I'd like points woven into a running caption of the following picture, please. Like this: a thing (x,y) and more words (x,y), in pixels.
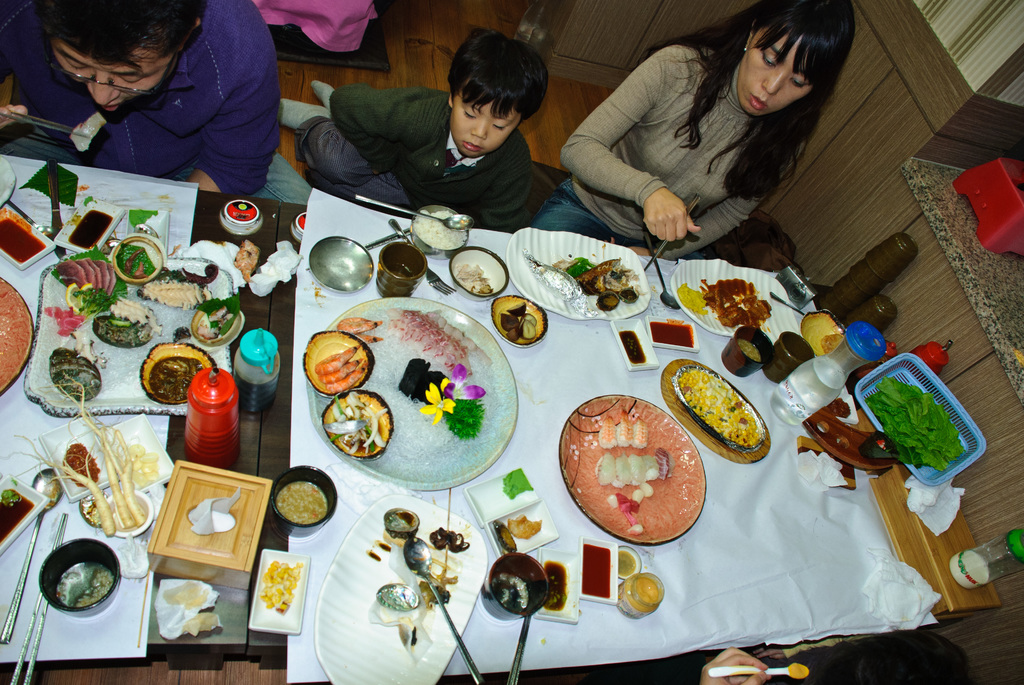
This image is taken indoors. At the bottom of the image (327,589) there are two tables (239,627) with tablecloths (313,583) and many things (430,529) on them. There are many food items (140,244) and a person (761,669) is holding a spoon (748,670) in hand (753,682). In the background (431,74) there is a floor (411,74) and there is a wall (672,25). In the middle of the image (608,231) a woman (606,169), a man (254,112) and a kid (463,168) are sitting and the adults (135,133) are having food (92,131) with chopsticks (695,199).
